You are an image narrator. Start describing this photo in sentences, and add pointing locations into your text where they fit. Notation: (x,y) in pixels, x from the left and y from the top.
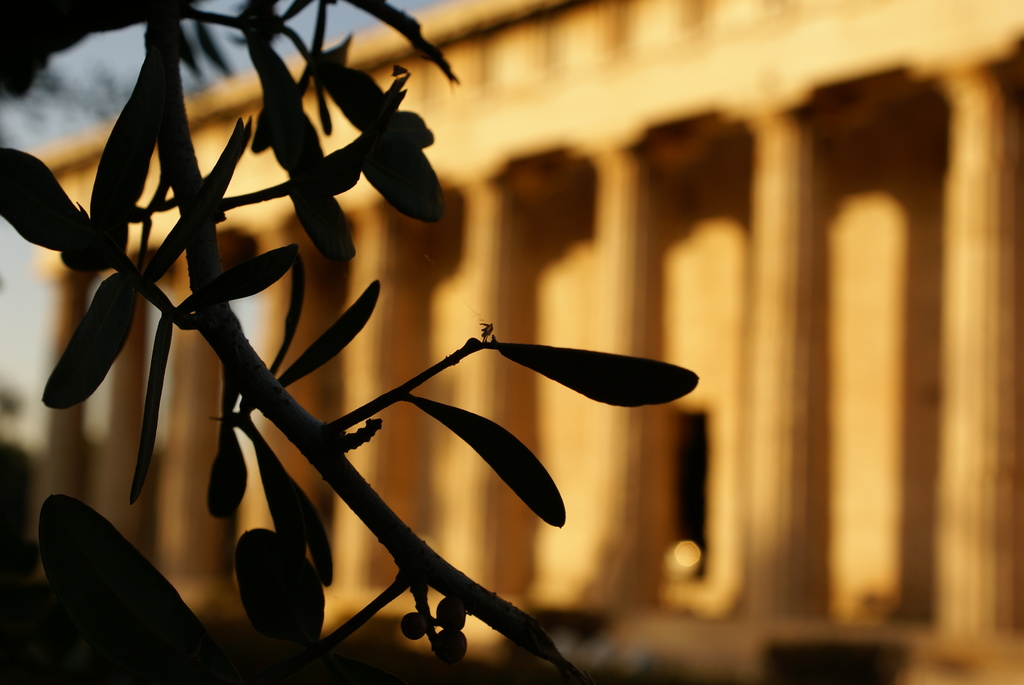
In the foreground of the image (254,349) there is a stem (220,269) with leaves (173,255). In the background (308,295) there is a building (704,221).
